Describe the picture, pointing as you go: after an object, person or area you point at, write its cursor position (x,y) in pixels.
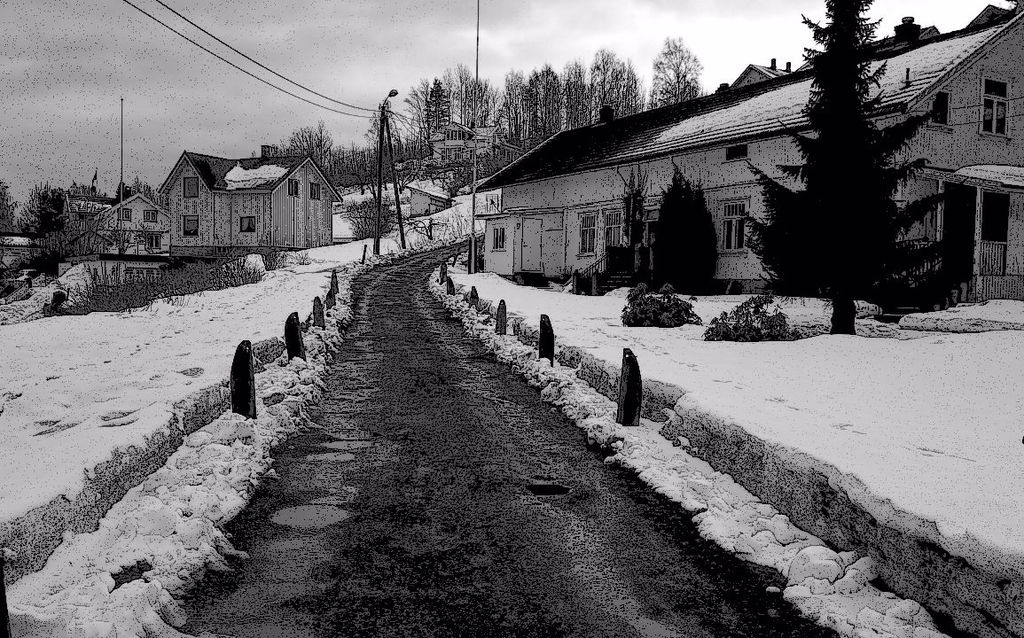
Black and white picture. Here we can see buildings (607,188), windows (585,230), trees (762,266), plants (659,301), current poles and snow (826,379).
